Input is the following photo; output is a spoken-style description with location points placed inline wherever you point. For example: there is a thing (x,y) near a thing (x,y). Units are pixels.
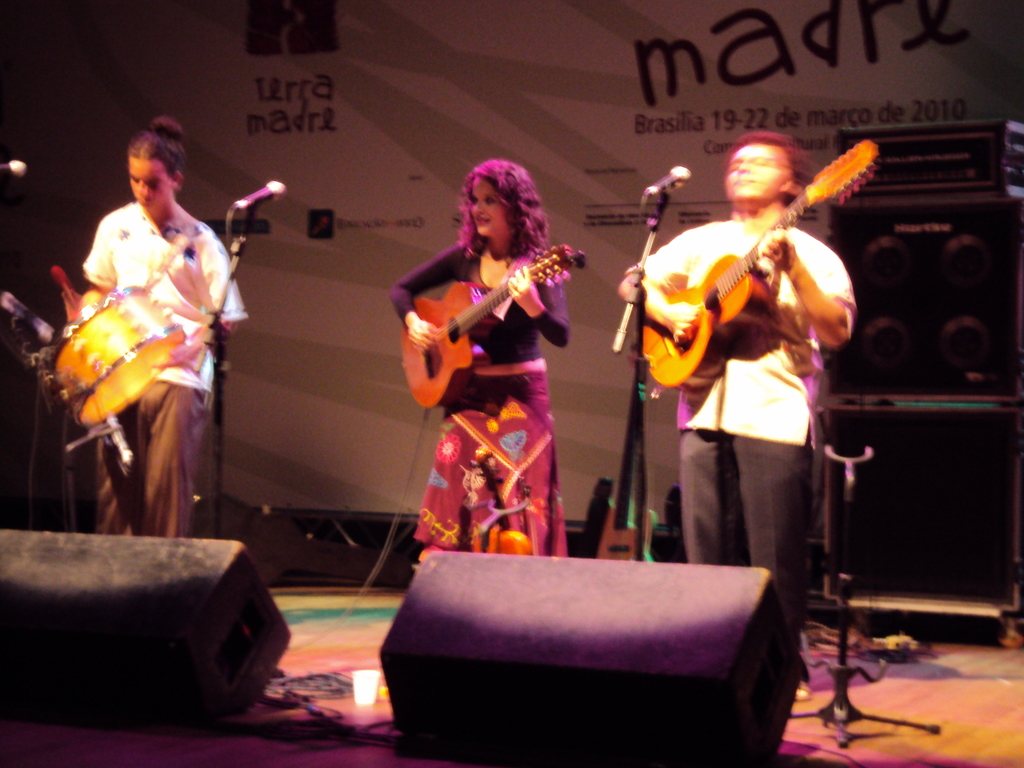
This 3 persons (520,343) are standing and playing a musical instruments (445,359) in-front of mic (265,192). These are speakers (533,613). This is an electronic device (874,418).
